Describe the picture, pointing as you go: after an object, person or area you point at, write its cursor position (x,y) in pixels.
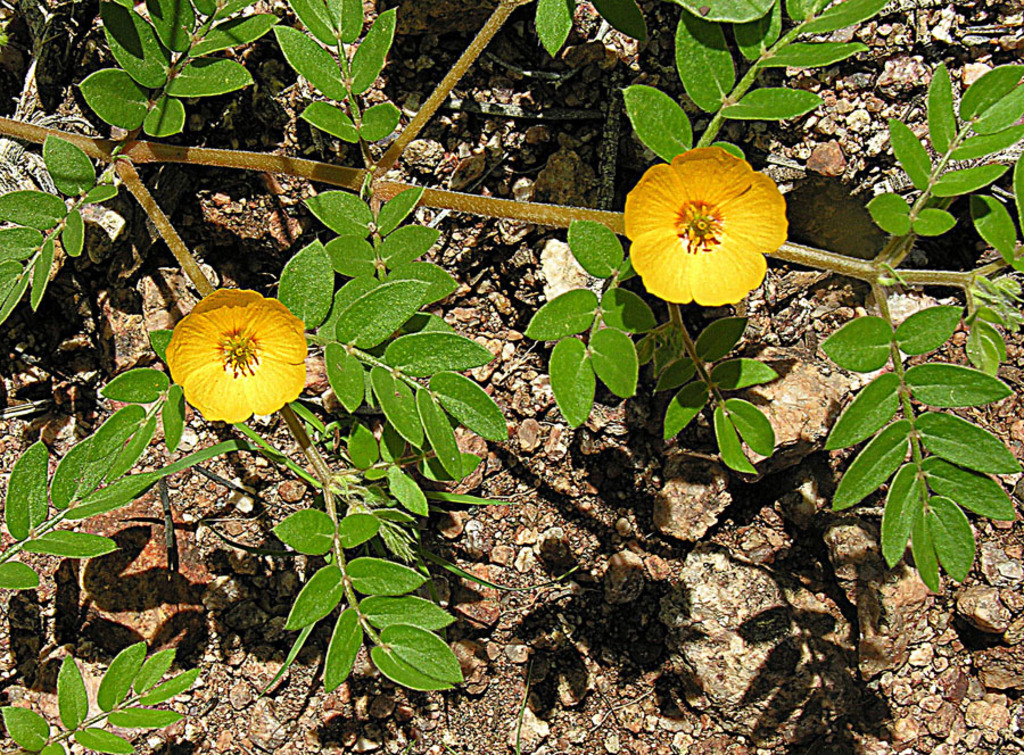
In this image, we can see a branch (788,247) contains some leaves (919,344) and flowers (672,239).
